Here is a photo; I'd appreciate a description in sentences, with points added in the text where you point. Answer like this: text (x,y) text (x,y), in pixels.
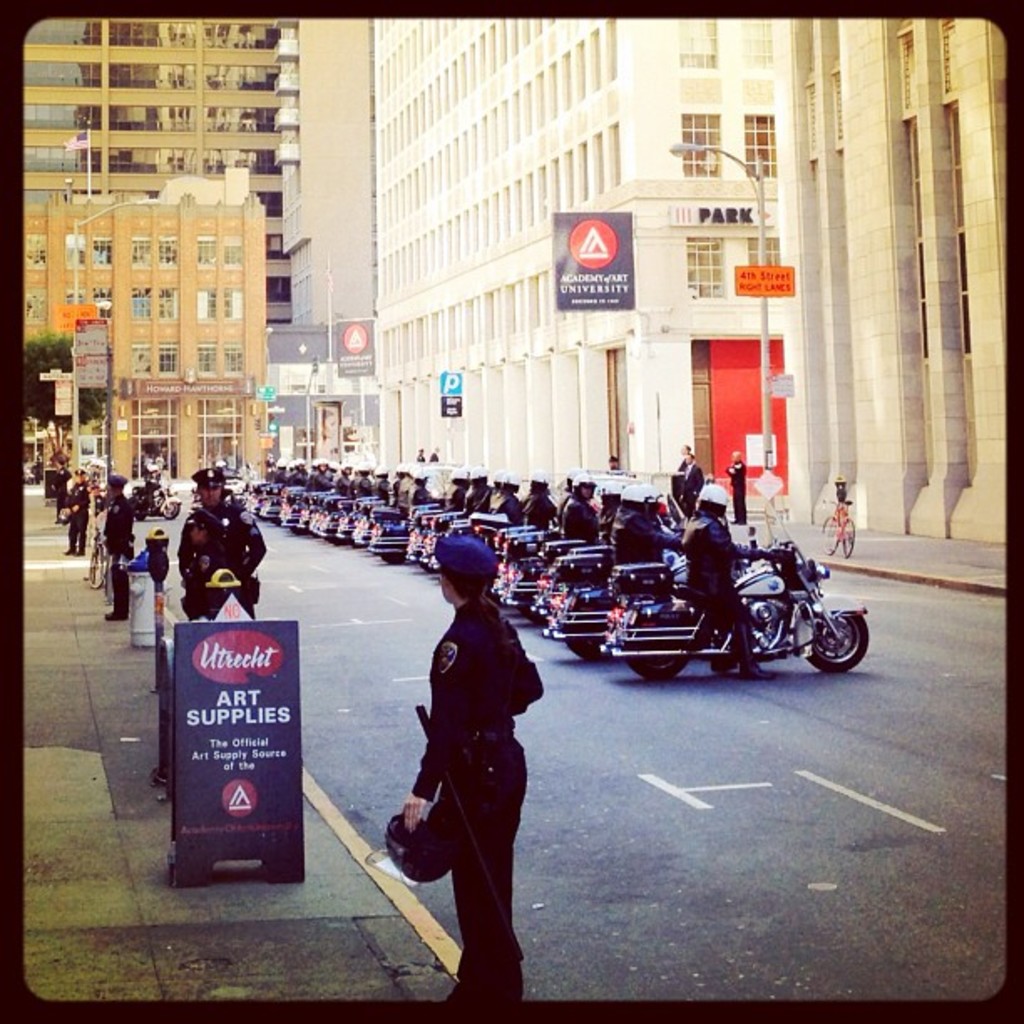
In this image we can see many buildings (493,181). There are many people (706,554) in the image. There are many vehicles (604,582) in the image. There are many advertising boards (619,278) in the image. There are few people (482,779) standing.
